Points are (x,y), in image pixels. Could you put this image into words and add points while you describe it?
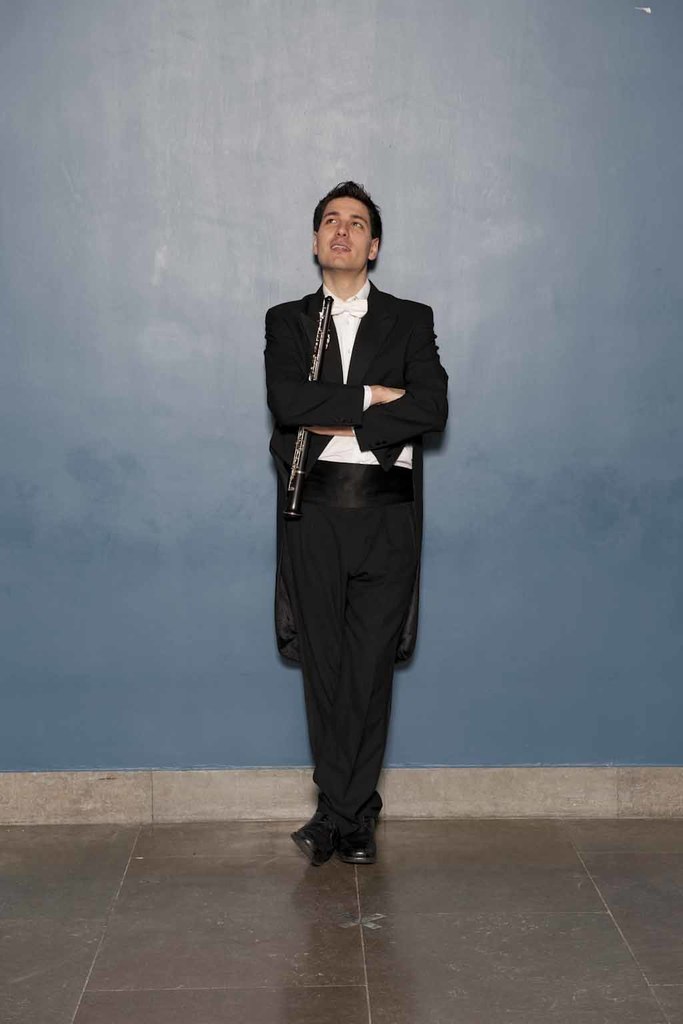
In-front of this blue wall (209,361) we can see a person (364,459) is standing and holding an object (295,486). This person (316,253) is looking upwards.
